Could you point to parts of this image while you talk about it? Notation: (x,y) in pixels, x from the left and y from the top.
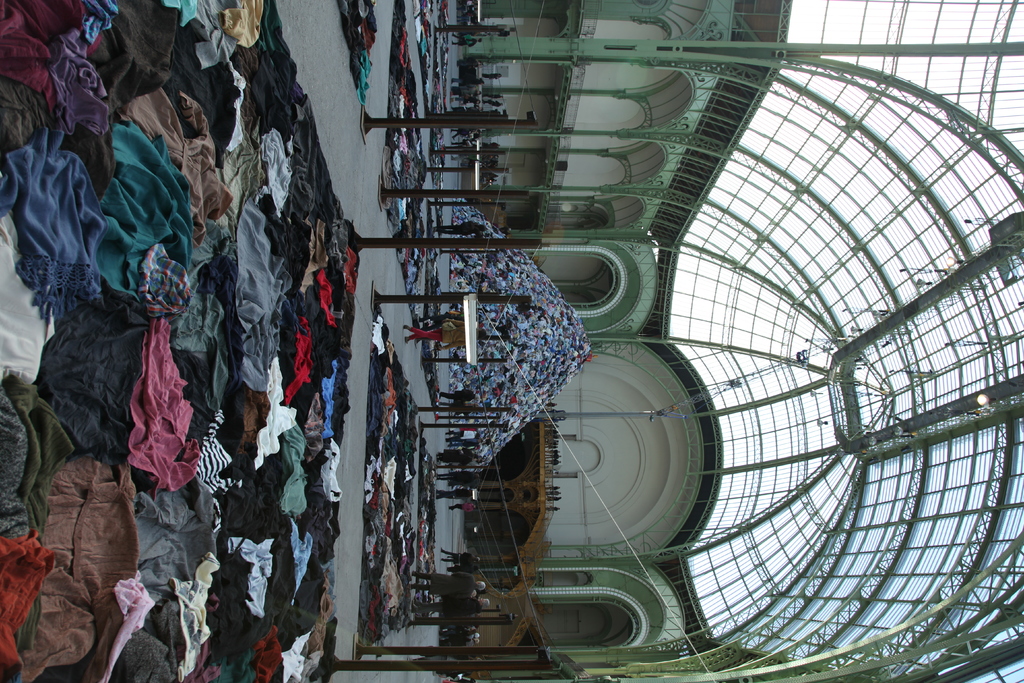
This image is rotated to the left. I can see a pile of clothes (514,316), poles (507,303), clothes (316,298) arranged on the floor (405,636), a metal rooftop (796,320) of a building (564,218), some people (442,396) walking in this image.
